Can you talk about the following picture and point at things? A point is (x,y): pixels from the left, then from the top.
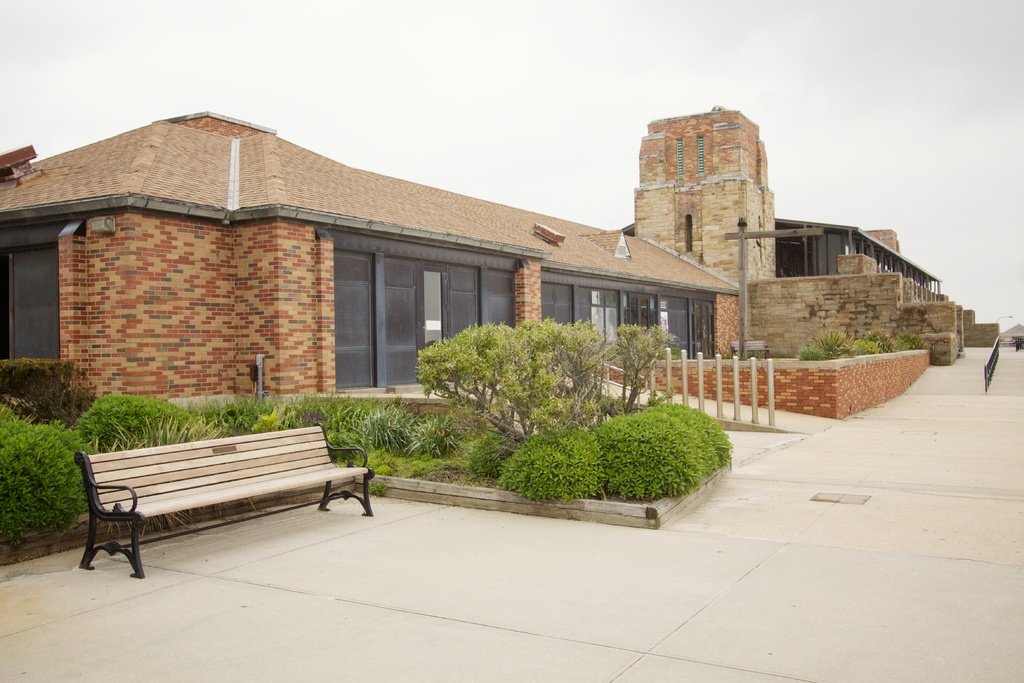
This picture consists of house (886,241) and in front of house (89,328) I can see poles (739,357) and bench (211,472), bushes (494,382) and plants (515,379) and road (654,614) visible, at the top (211,30) I can see the sky (101,44).
